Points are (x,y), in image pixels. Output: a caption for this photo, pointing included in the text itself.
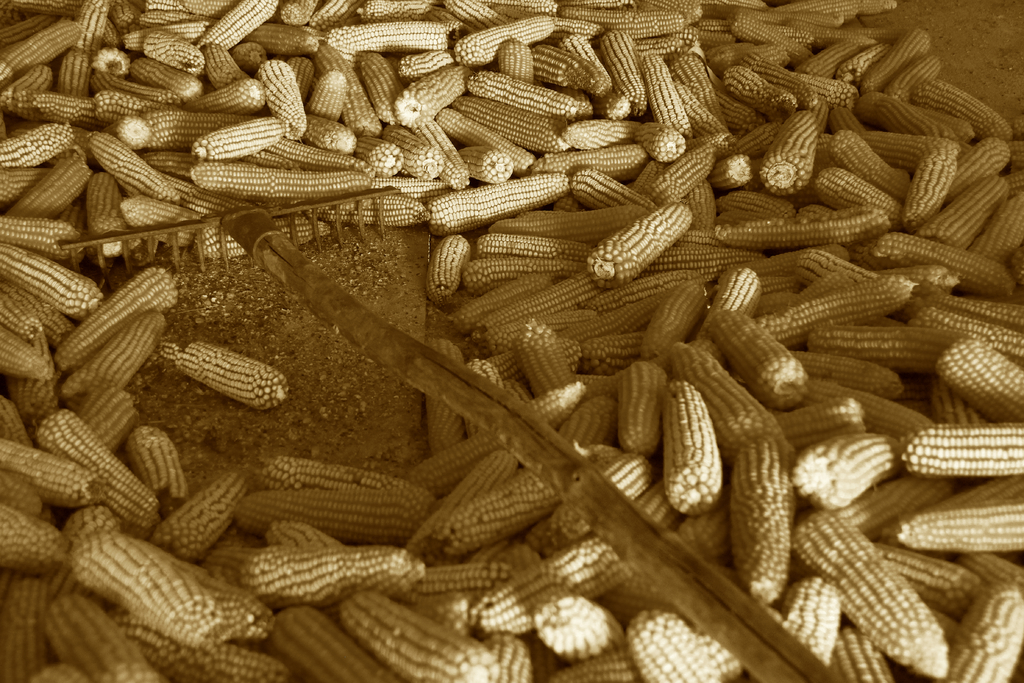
In this picture we can observe corn (373,115). There is a stick (242,243) in this picture. We can observe a heap (484,185) of corn (219,194). This is a black and white image.
